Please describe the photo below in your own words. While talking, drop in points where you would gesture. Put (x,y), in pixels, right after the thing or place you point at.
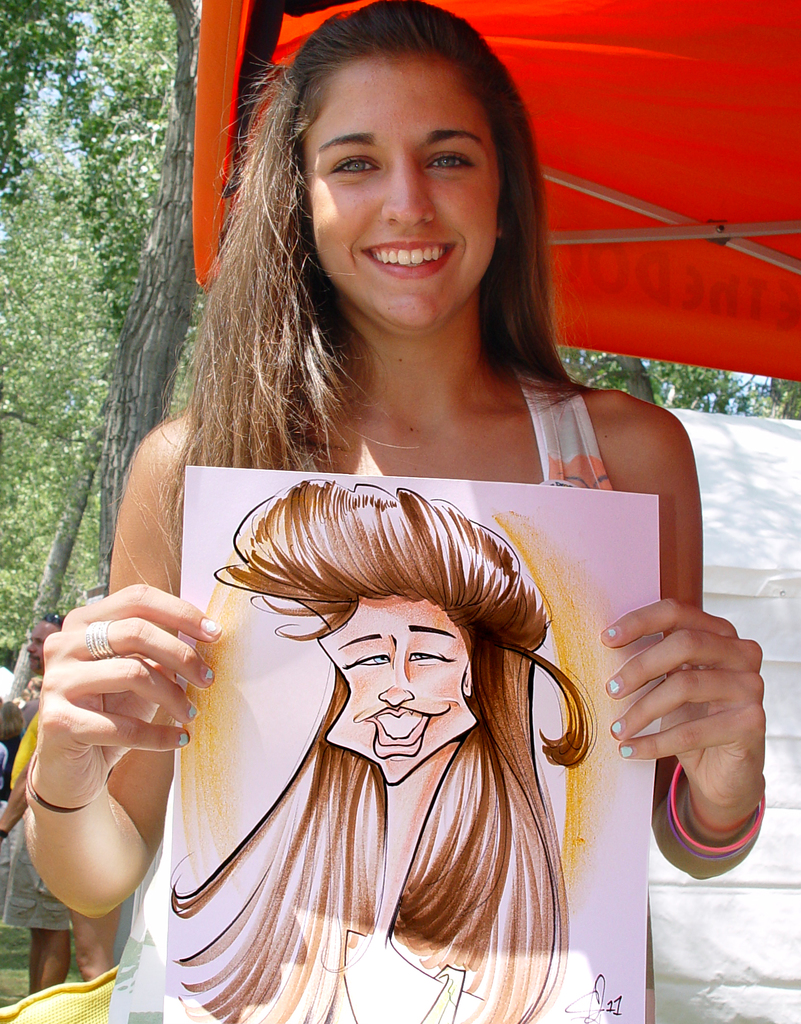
In this image I can see the person (119,784) standing and holding the board (487,773) and I can see an art (377,695) on the board (377,695). In the background (607,154) I can see the tent (634,114) in orange color and I can see the person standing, few trees (30,276) in green color and the sky (52,90) is in blue color.
